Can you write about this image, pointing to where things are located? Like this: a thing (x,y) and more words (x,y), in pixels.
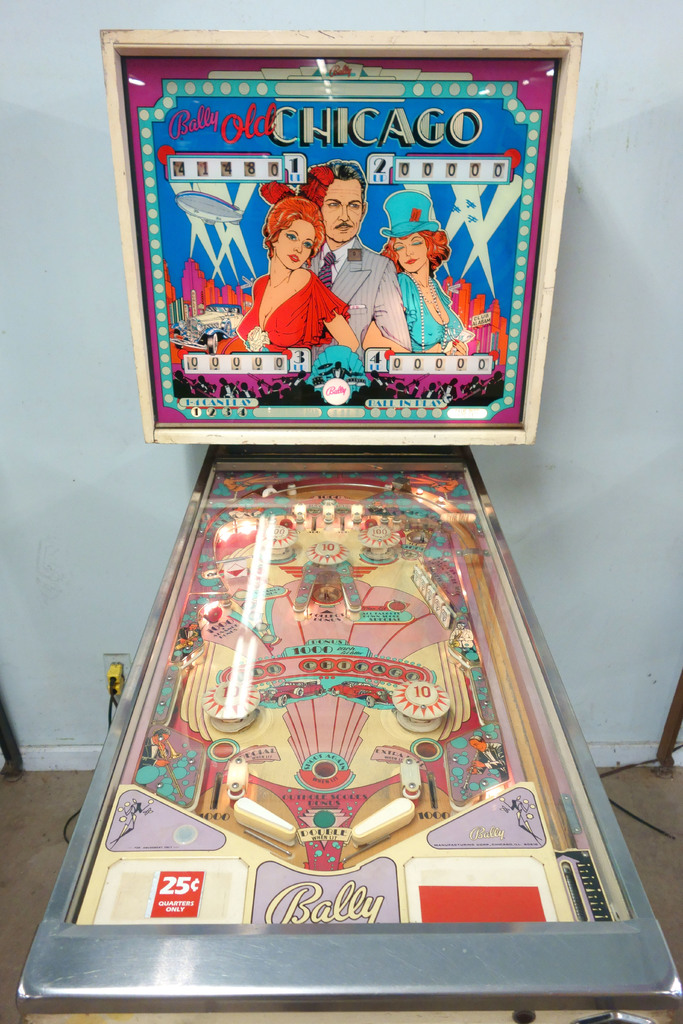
In this image I can see the pinball game (329,718) on the floor (625,827) and in the background (656,232) I can see the white colored wall (621,483), few wires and the electric socket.
